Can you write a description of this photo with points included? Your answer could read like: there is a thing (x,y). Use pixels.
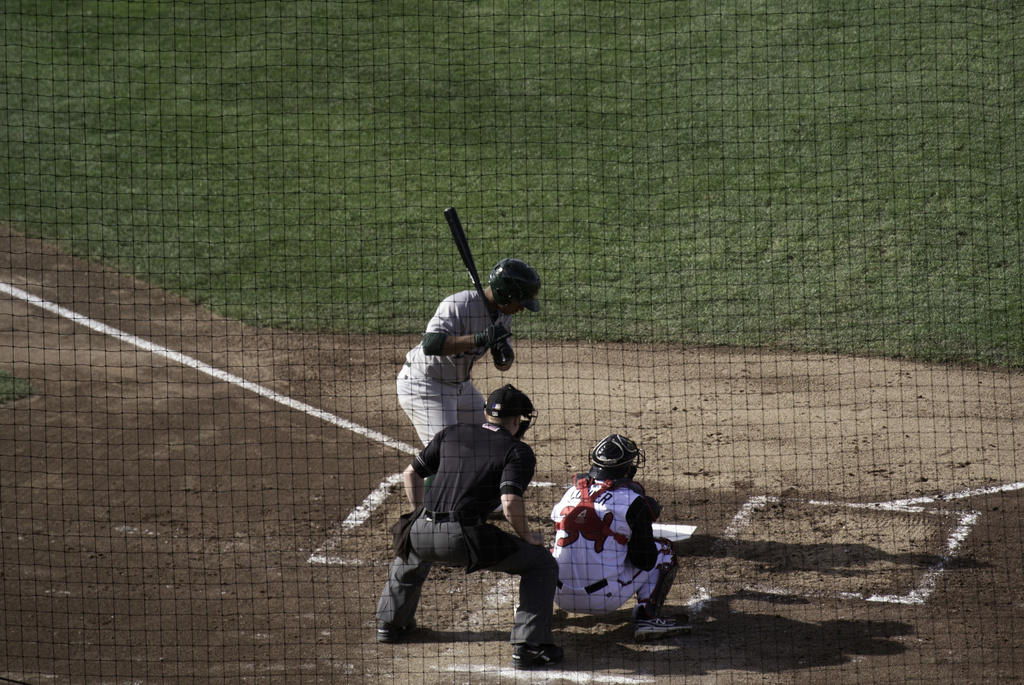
This picture might be taken outside. In this image, we can see a net fence (600,135). In the middle of the image (432,390), we can see three people (647,595), in that two men (583,588) are in squat position and one man (456,300) is holding a bat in his hand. In the background (496,137), we can see a grass (577,251).
